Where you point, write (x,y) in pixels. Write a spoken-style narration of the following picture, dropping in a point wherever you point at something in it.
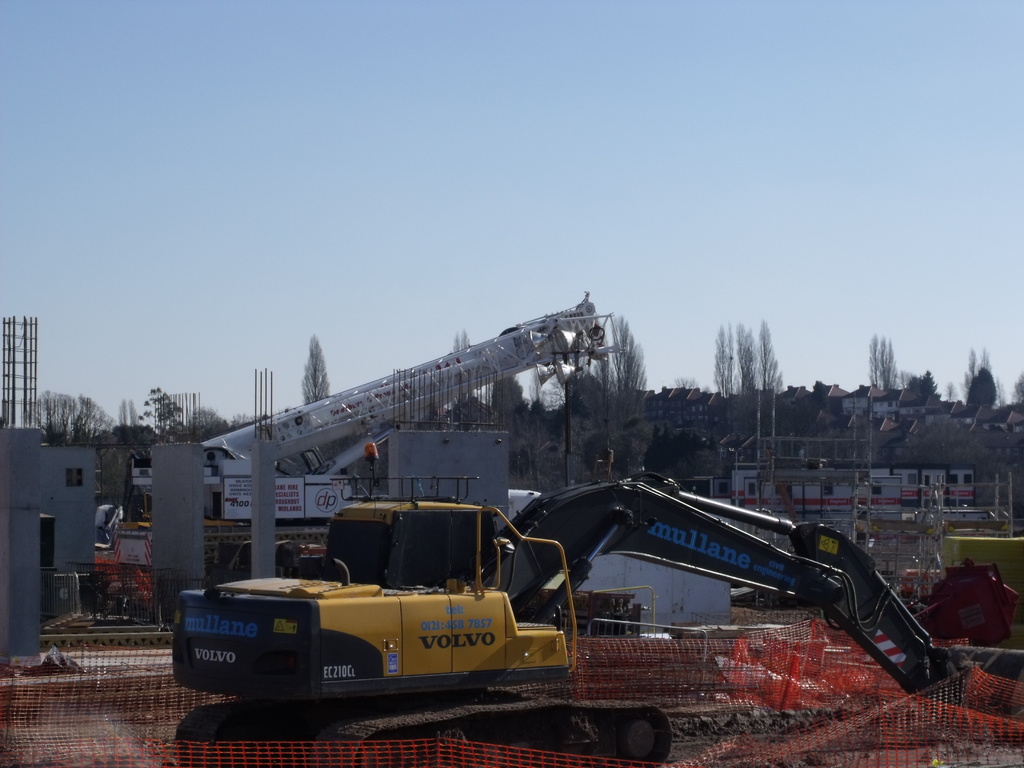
In this image we can see many buildings (858,409) and houses (900,411) in the background (898,398). We can see a construction site (195,566) in the left most of the image (52,520). There is a vehicle (415,646) at the center of the image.
